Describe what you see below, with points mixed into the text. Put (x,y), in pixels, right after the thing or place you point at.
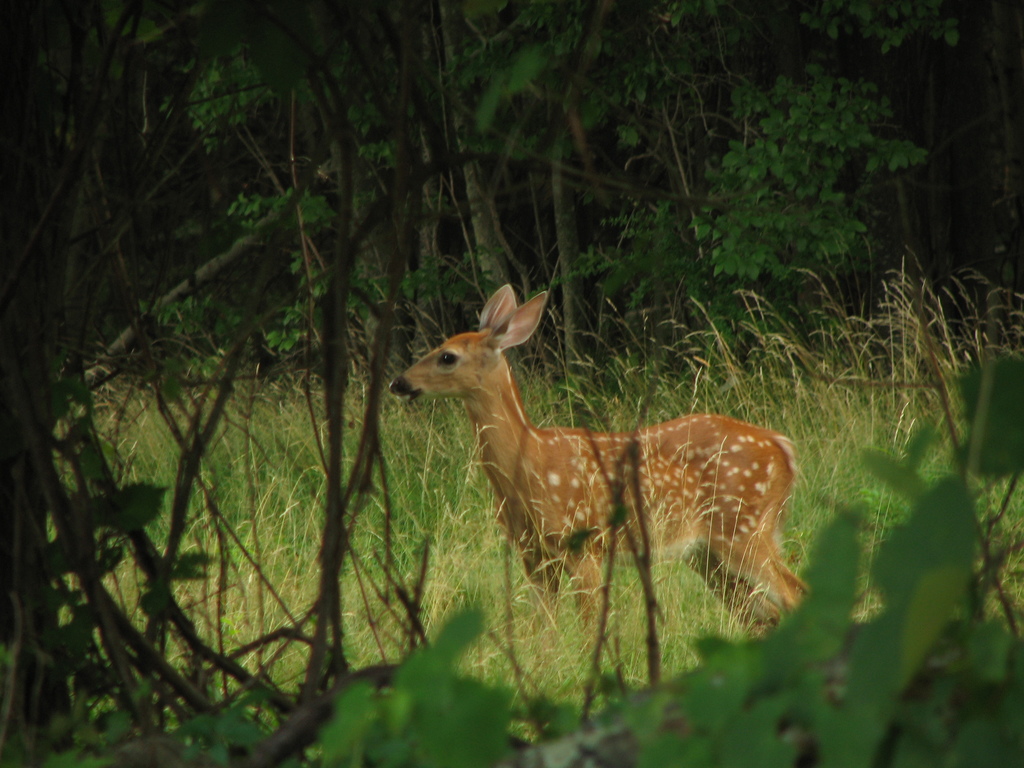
In the center of the image (673,510), we can see a deer (604,498) and in the background (617,228), there are trees (353,291). At the bottom (472,537), there is ground (447,560) covered with grass (699,408).
